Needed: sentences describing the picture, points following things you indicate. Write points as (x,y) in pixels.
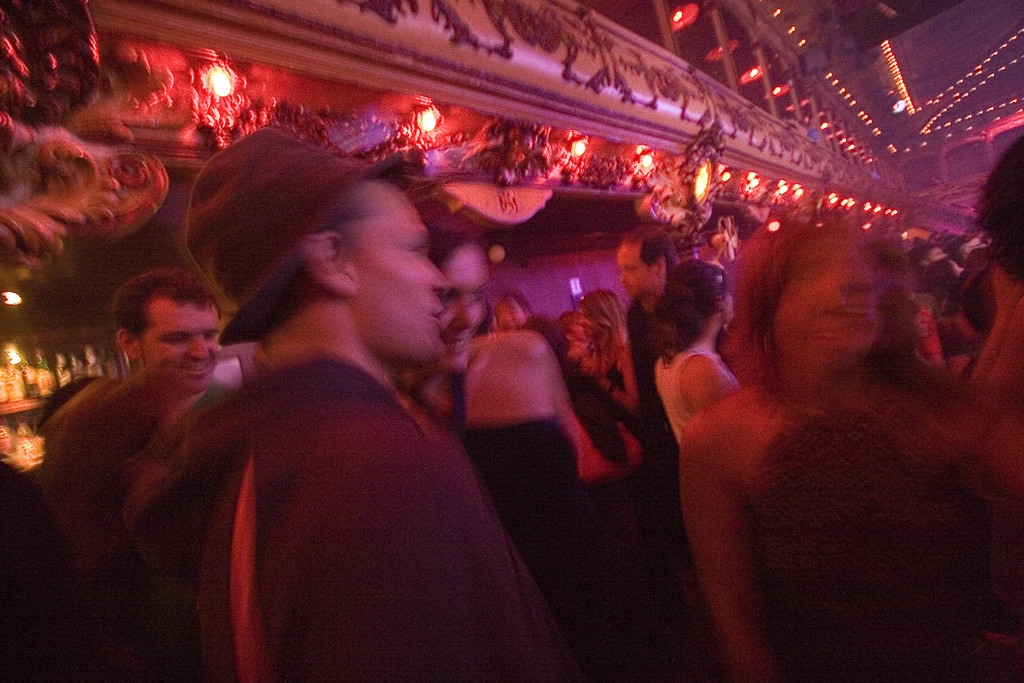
In the center of the image (349,301) there are people (659,504). At the top of the image (681,46) there is a corridor (443,59) with lights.
